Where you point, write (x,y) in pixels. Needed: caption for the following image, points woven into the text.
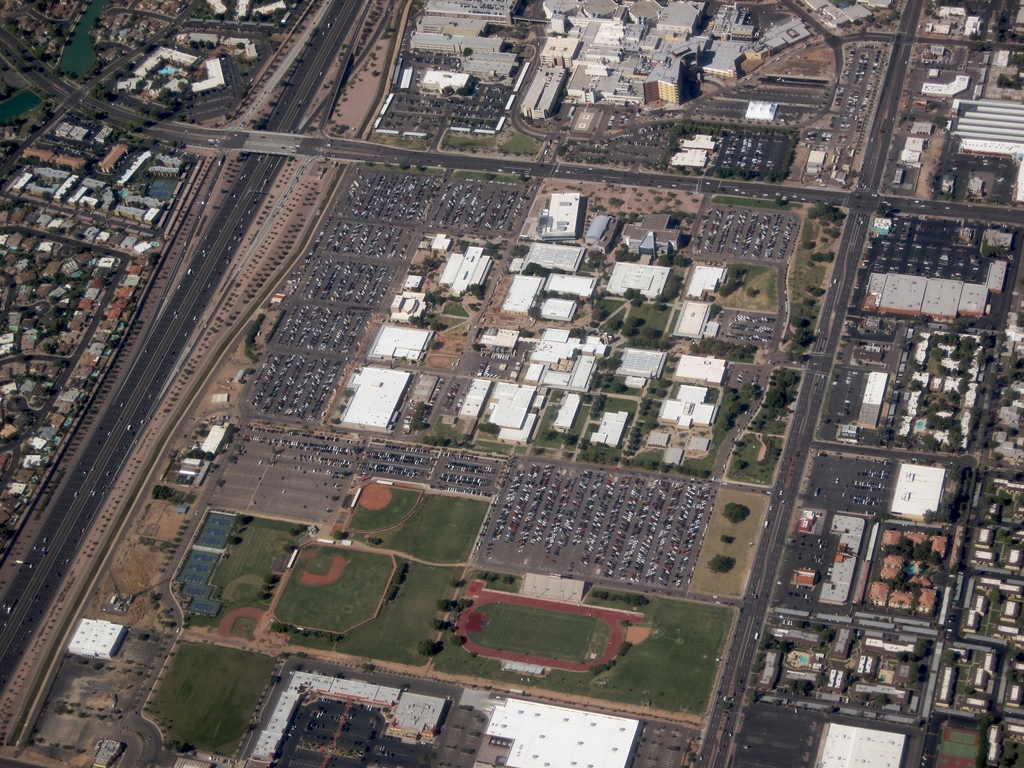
In this image we can see buildings (833,760), roads (356,10), trees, grass (179,675), and objects (555,528).
